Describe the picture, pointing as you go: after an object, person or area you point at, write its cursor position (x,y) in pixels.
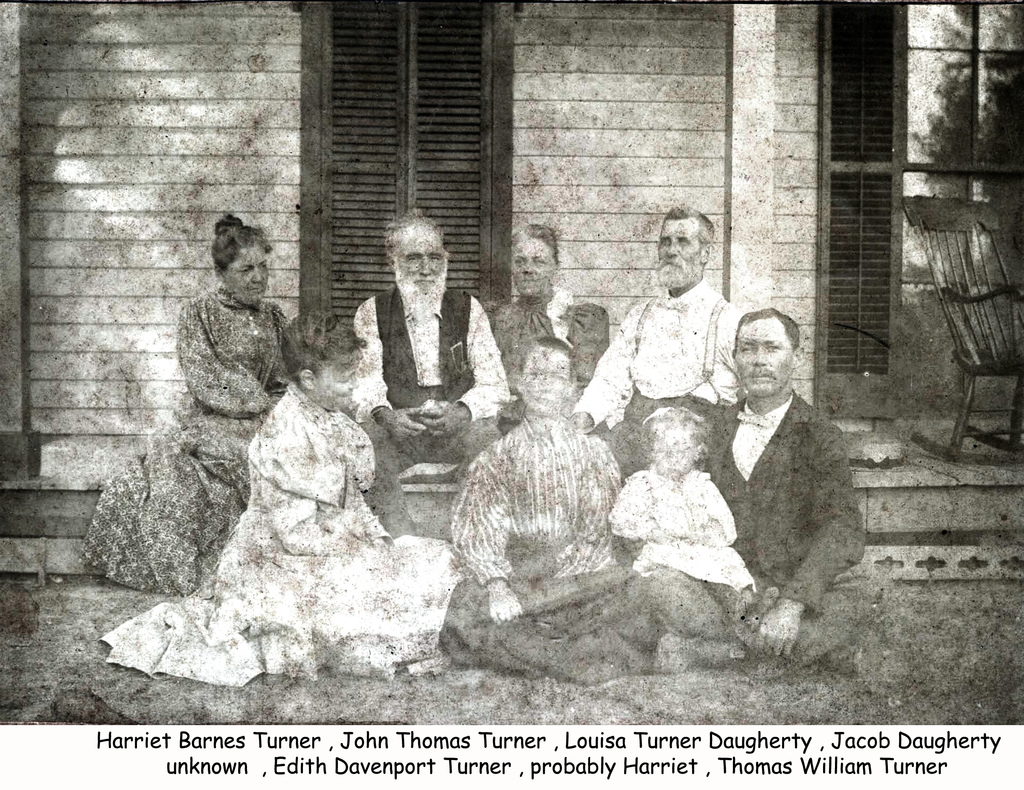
In the center of the image (444,348) we can see people (576,455) sitting. In the background (167,140) there is a wall (691,70) and we can see doors (469,169). On the right (951,211) there is a chair (963,375). At the bottom (220,735) we can see text (839,744).
